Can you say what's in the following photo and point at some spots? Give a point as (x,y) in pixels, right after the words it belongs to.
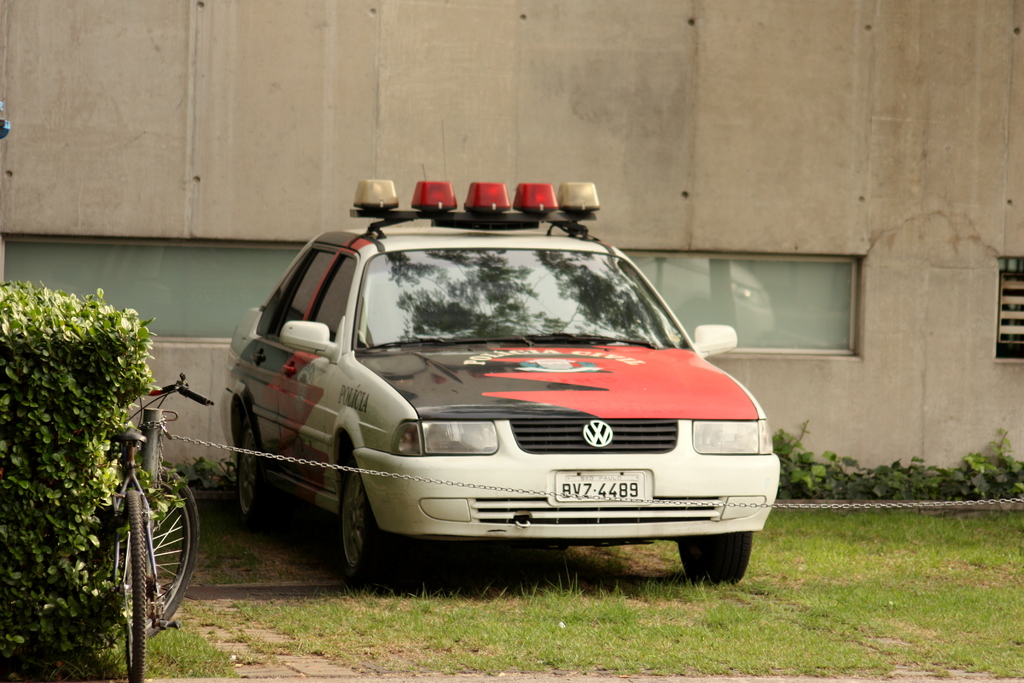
In the image we can see the vehicle (432,251) and these are the headlights (446,448) and number plate (585,477) of the vehicle (570,482). Here we can see chain (518,490) and bicycle (148,530). Here we can see grass (511,592), plants (50,462) and it looks like the building (759,105) and the windows (1021,318).
